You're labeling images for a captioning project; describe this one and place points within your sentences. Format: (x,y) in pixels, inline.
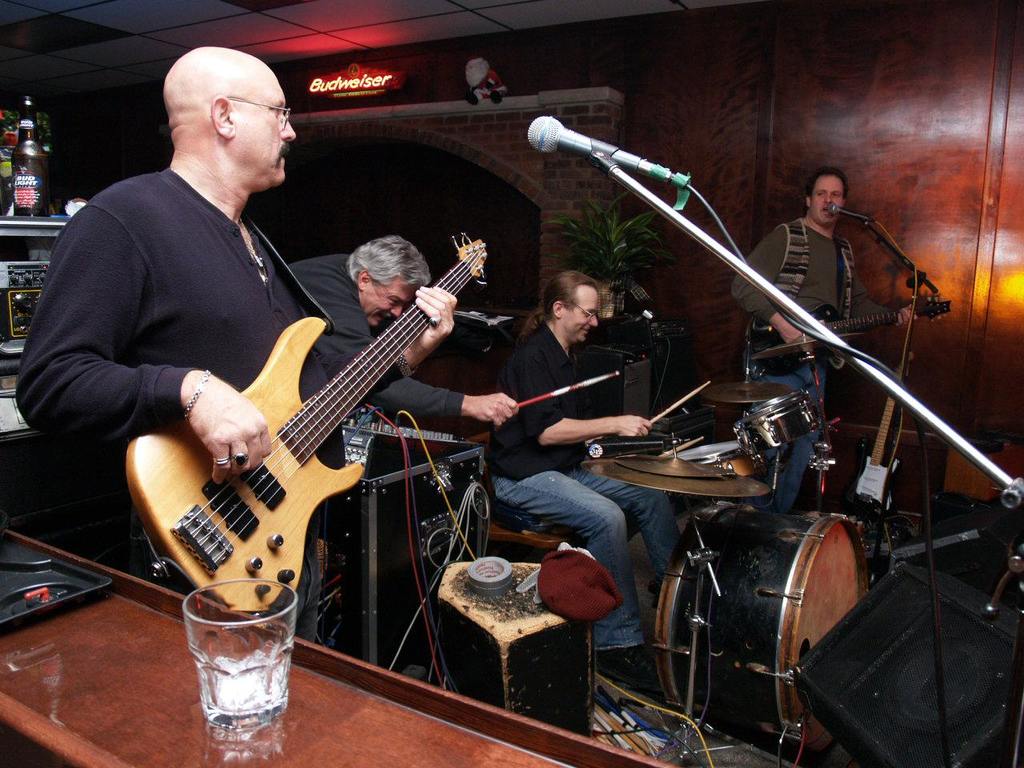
In the middle of the image (607,258) there is a plant (611,211), Behind the plant (595,208) there is a wall (675,80). At the top (74,36) the image there is roof (154,61). Right side of the image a person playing guitar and singing. In the middle of the image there a person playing drum (760,431). Left side of the image (211,64) there is a person (249,65) playing guitar (271,509). Bottom left side of the image (18,534) there is a table (69,760) on the table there is a glass (243,614). Top left side of the image (23,204) there is a bottle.
